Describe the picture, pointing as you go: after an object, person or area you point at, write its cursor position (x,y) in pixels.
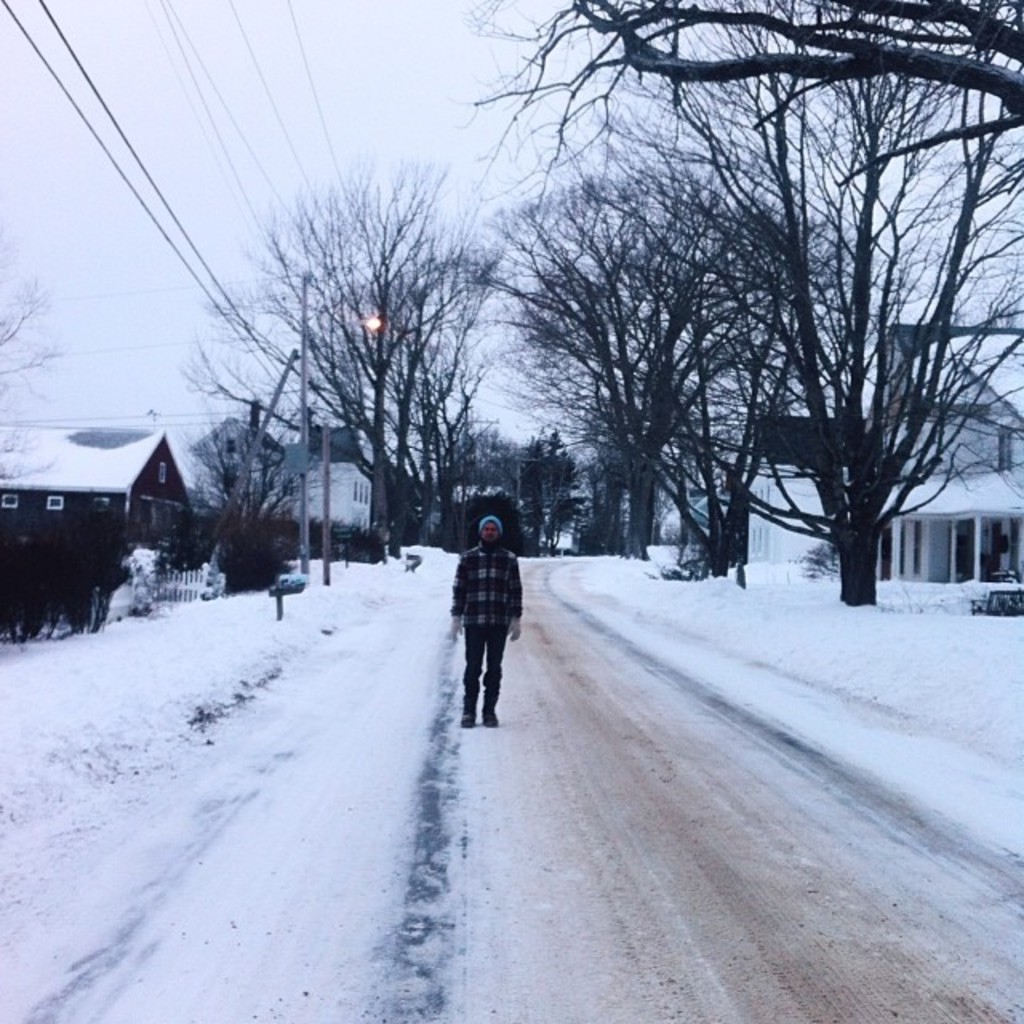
In the center of the image (468,557) a man (461,617) is standing and wearing hat (490,520), gloves (456,624). In the background of the image (361,552) we can see houses (139,530), trees (455,394), electric light poles (303,300), wires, fencing (186,577), pillars (897,558), bench (992,608). At the bottom of the image (471,914) there is a ground (419,821). At the top of the image (378,56) there is a sky (422,87). In the background of the image (1005,616) snow (502,952) is there.
